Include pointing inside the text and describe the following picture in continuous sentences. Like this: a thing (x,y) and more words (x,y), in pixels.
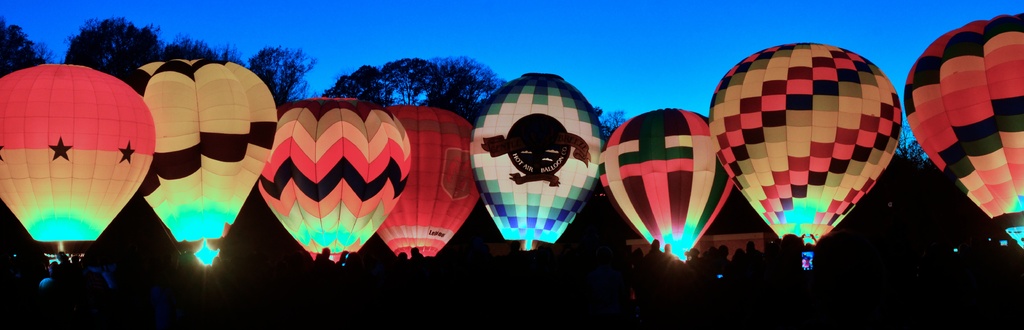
At the bottom of the image (652,286) it is dark and we can see a few people (58,292). And also there are few hot air balloons (630,144). In the background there are trees (399,87). At the top of the image (675,94) there is sky (911,13).
